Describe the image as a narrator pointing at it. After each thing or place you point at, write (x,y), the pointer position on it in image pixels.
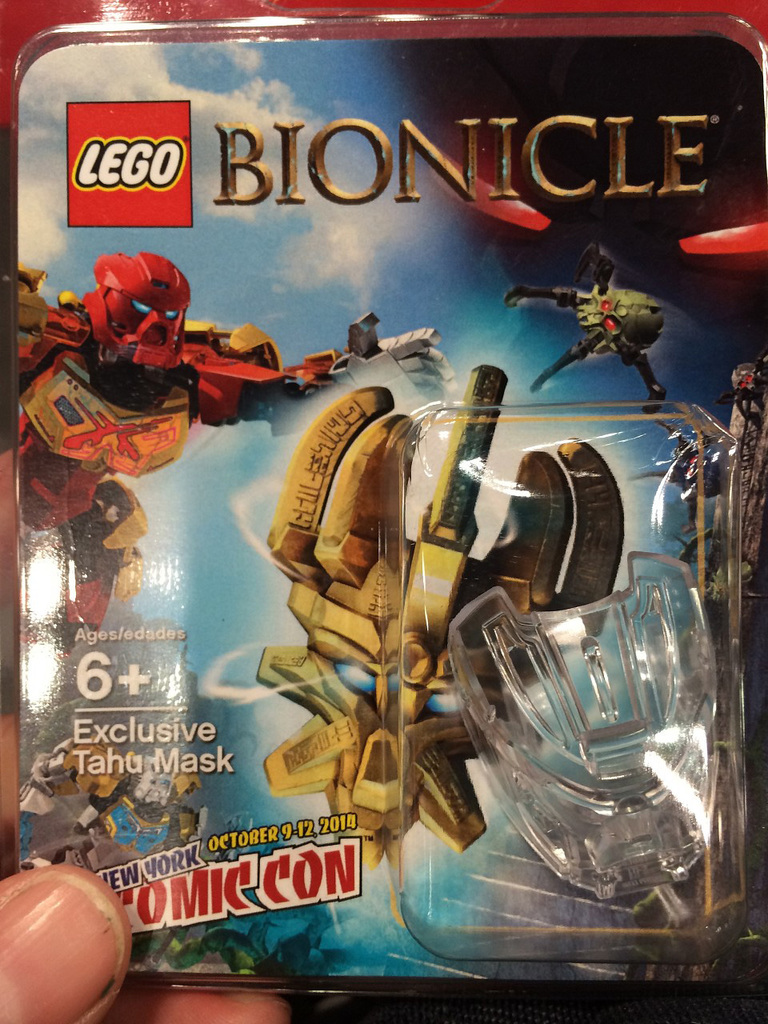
In the image we can see human fingers (131,936), holding a package (308,347) in hand (96,912) and here we can see the text (330,193).
